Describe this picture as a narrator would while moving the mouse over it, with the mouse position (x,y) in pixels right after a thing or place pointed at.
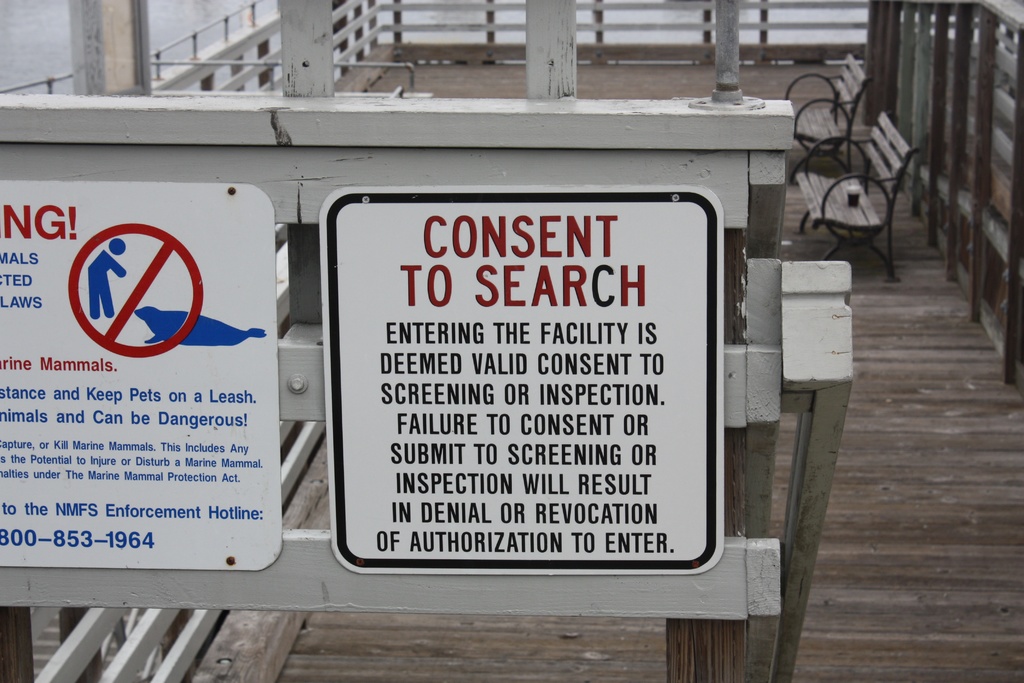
In the foreground of this image (568,511), there are two boards (476,482) to the wooden railing (562,160) like an object (705,141). In the background (884,150), there are two benches (876,168) on the right (881,120) on a wooden surface (903,406) and we can also see the wooden railing (930,47) in the background (773,42) and on the top left (38,24), there is water (55,56).
